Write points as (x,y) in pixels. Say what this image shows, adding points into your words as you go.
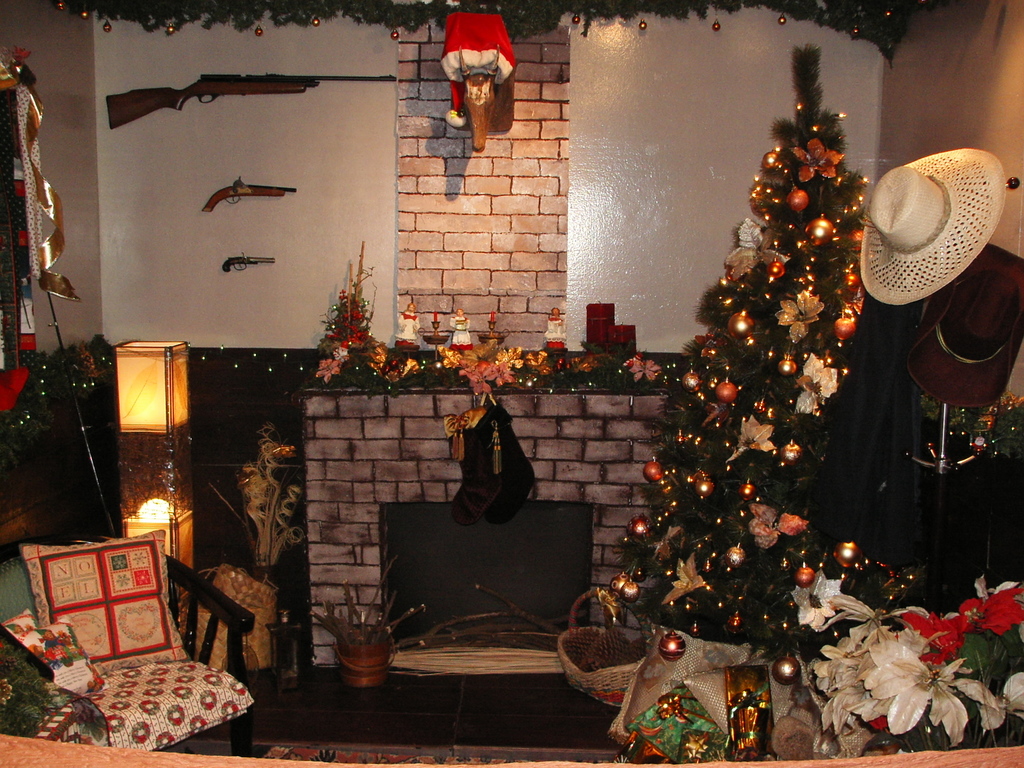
in a room (945,53) there is a Christmas tree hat (861,259) guns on the wall (882,113) and the Santa Claus cap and a chair (197,598) with a pillow (163,609) on it lights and fireplace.
